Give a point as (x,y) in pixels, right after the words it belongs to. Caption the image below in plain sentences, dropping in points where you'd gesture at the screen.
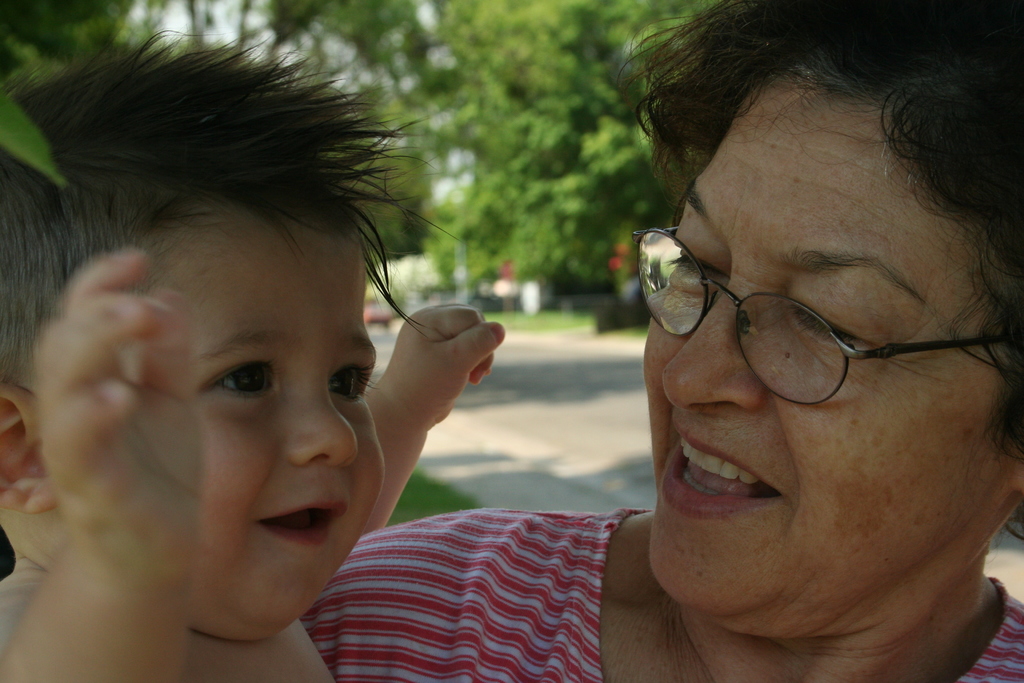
In this picture we can see a lady (961,560) is wearing t-shirt (504,621), spectacles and holding a kid (258,534). In the background of the image (87,41) we can see the trees (630,274), boards (507,289), pole (458,267), car (373,322), grass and road (561,463). At the top of the image (238,30) we can see the sky (181,19).
